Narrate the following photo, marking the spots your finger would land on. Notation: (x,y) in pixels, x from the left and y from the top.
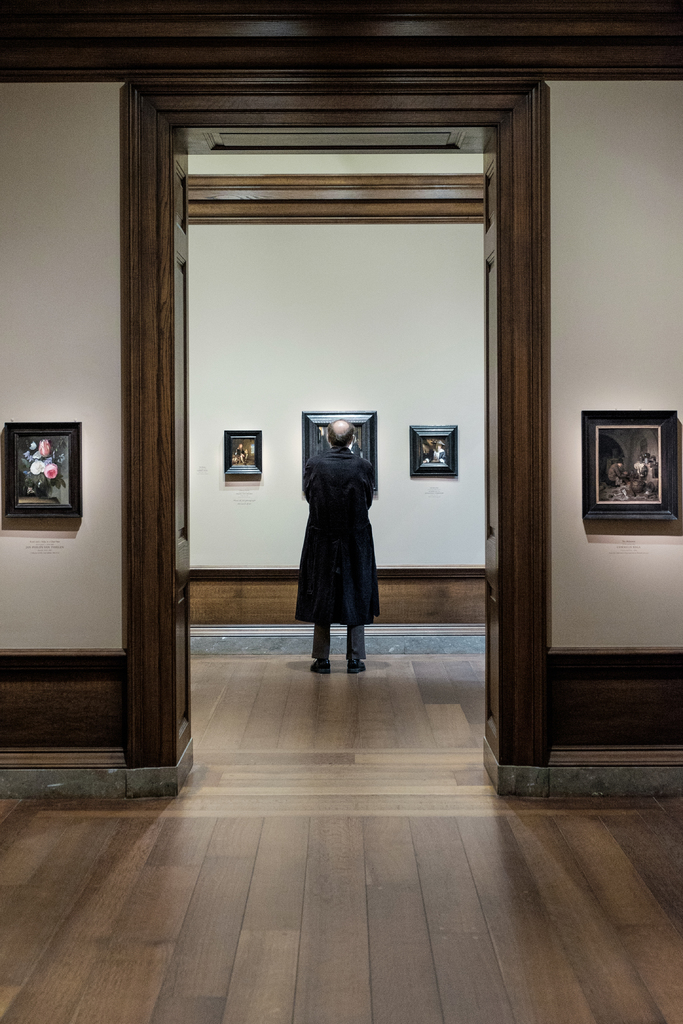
In this picture I can see the floor (321,757) and I see a man (338,528) who is standing and I can see the walls (241,347) on which there are few photo frames (234,451). On the top of this picture (218,75) I can see the brown color ceiling (210,37).
